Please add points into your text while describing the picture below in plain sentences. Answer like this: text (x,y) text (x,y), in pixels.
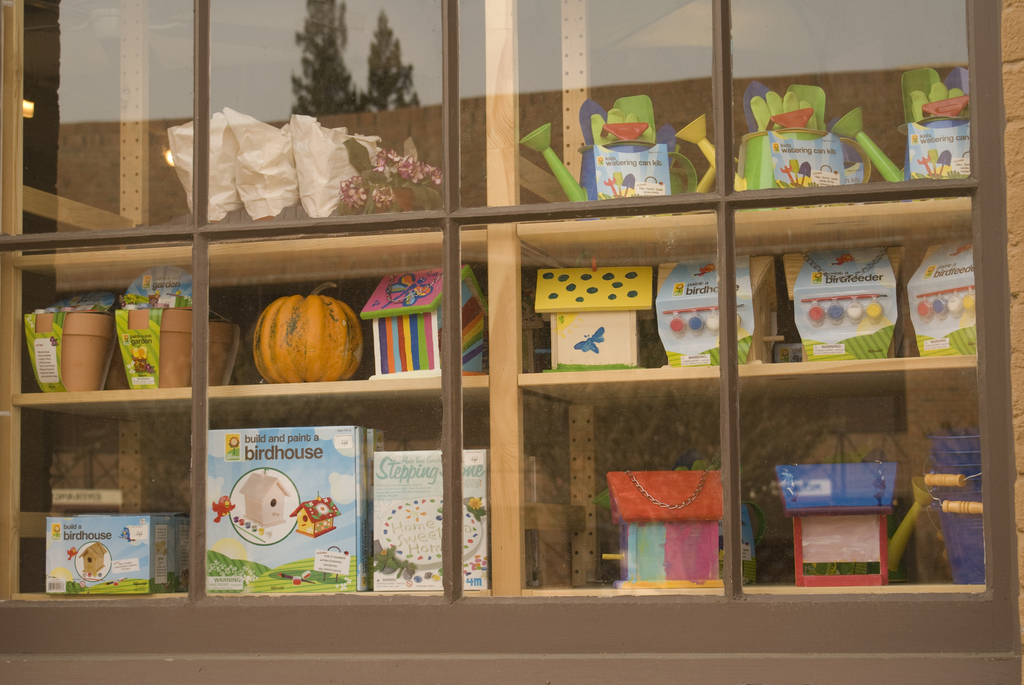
In this image I can see few pots (183,365), card boxes (289,553), toy houses (674,523), pumpkin (335,361), bags (294,171), plant (391,196), baskets (959,496) and some other objects (959,526) in a rack (362,387). At the top of the image (352,94) I can see the reflection (338,70) of trees (322,95) on the glass (295,59).
